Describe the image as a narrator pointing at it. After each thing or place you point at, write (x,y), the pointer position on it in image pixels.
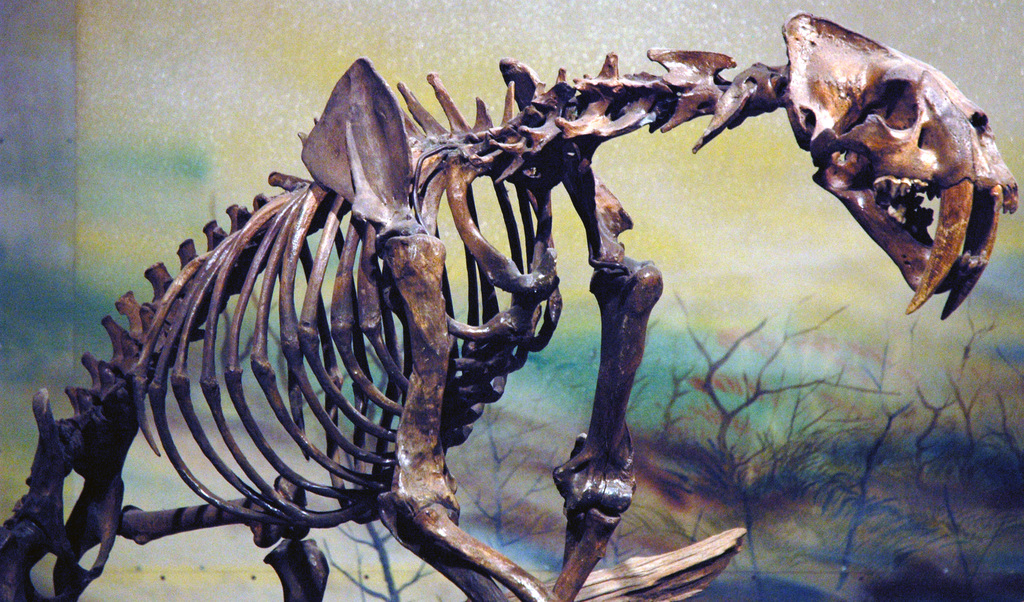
In this image we can see a skeleton of an animal (320,308). Behind the skeleton (350,368) there's a wall (746,166) and we can see the painting (795,492) on the wall (713,228).
